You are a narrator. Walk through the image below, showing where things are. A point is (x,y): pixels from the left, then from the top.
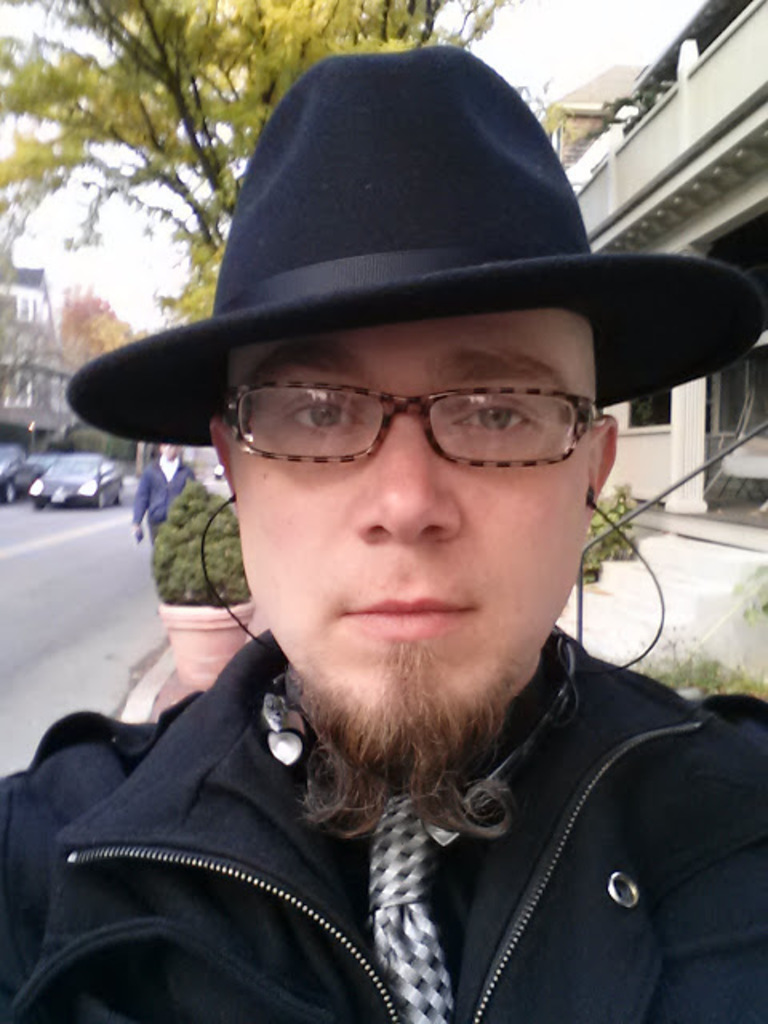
In this image we can see one man (367,823) with black hat (340,294), wearing earphones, some buildings (41,414), one chair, some plants (605,511), some bushes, some trees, one plant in the pot (215,659), one man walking on the road (149,549) and holding one object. At the top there is the sky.
